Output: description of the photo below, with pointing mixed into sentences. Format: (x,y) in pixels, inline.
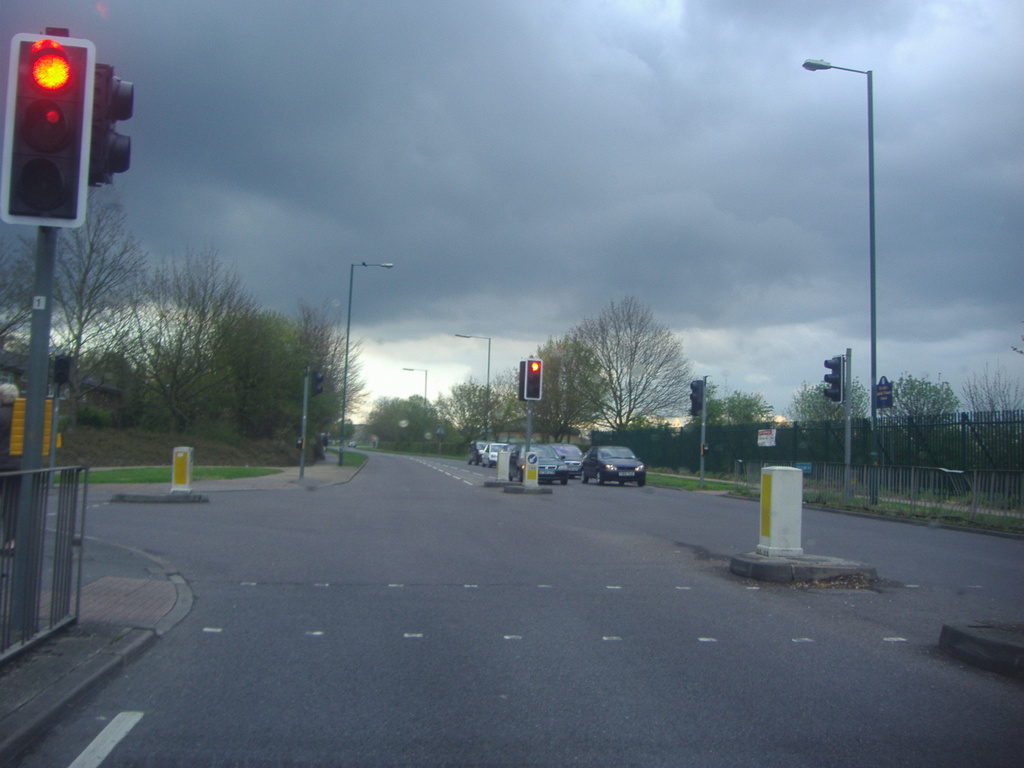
This is an outside view. Here I can see few cars (546,452) on the road (587,580). Beside the roads (461,472) I can see few traffic signal poles (692,395) and street lights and also there are some trees (250,393). On the left side (69,539) there is a railing (65,595) which is placed on the footpath (123,591). At the top (428,141) I can see the sky (414,145).
